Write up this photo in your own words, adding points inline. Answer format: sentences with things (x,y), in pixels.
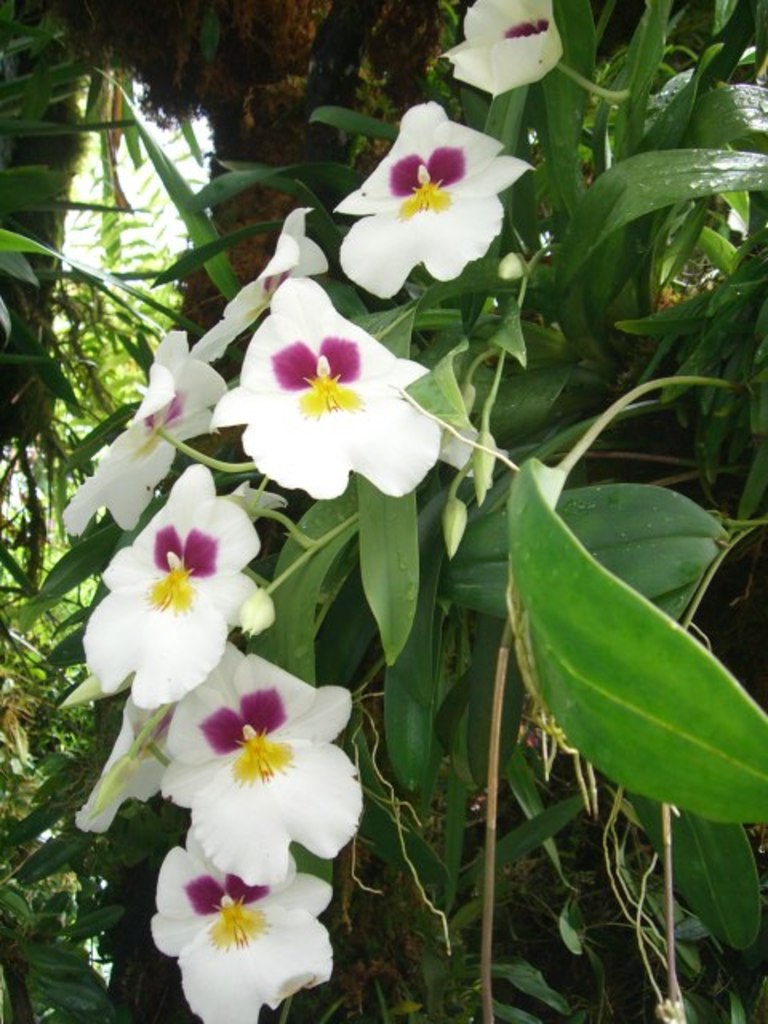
In this image, It looks like a tree (599,250) with the leaves (432,549) and flowers (249,433). These flowers (249,433) are white in color.
